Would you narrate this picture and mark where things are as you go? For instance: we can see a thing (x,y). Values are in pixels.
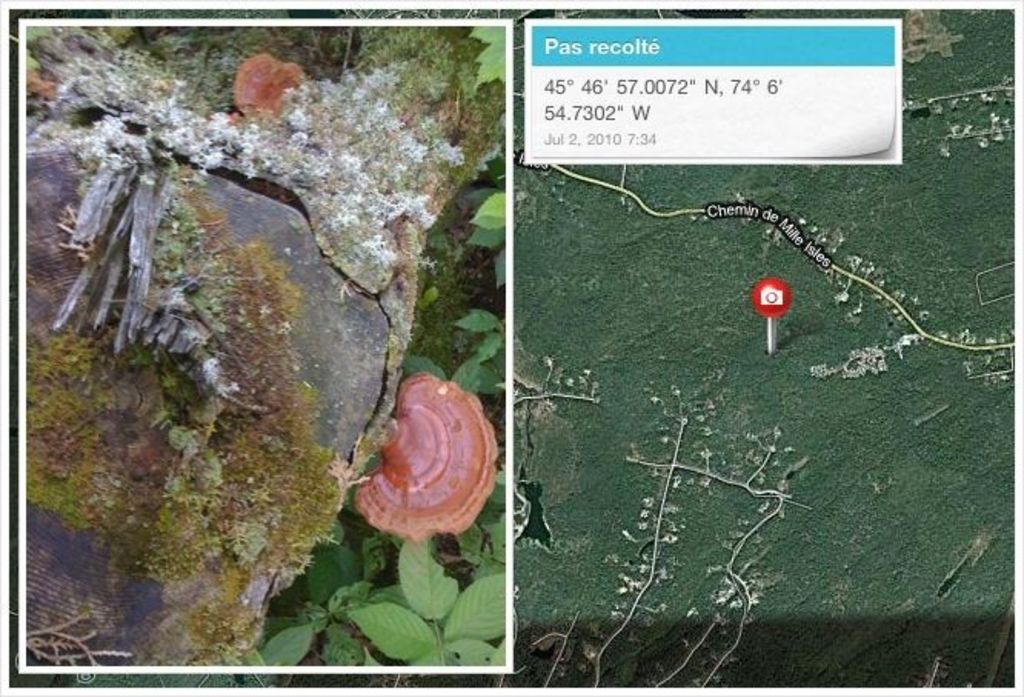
In this picture I can observe two images (606,261). One of the images (602,537) is a map (753,522). The other image (402,442) is overlapped on the map (630,427). In the second image (184,473) I can observe a tree stump (296,446) and some plants (345,601). In the top of the picture (549,117) I can observe location coordinates (633,119).
